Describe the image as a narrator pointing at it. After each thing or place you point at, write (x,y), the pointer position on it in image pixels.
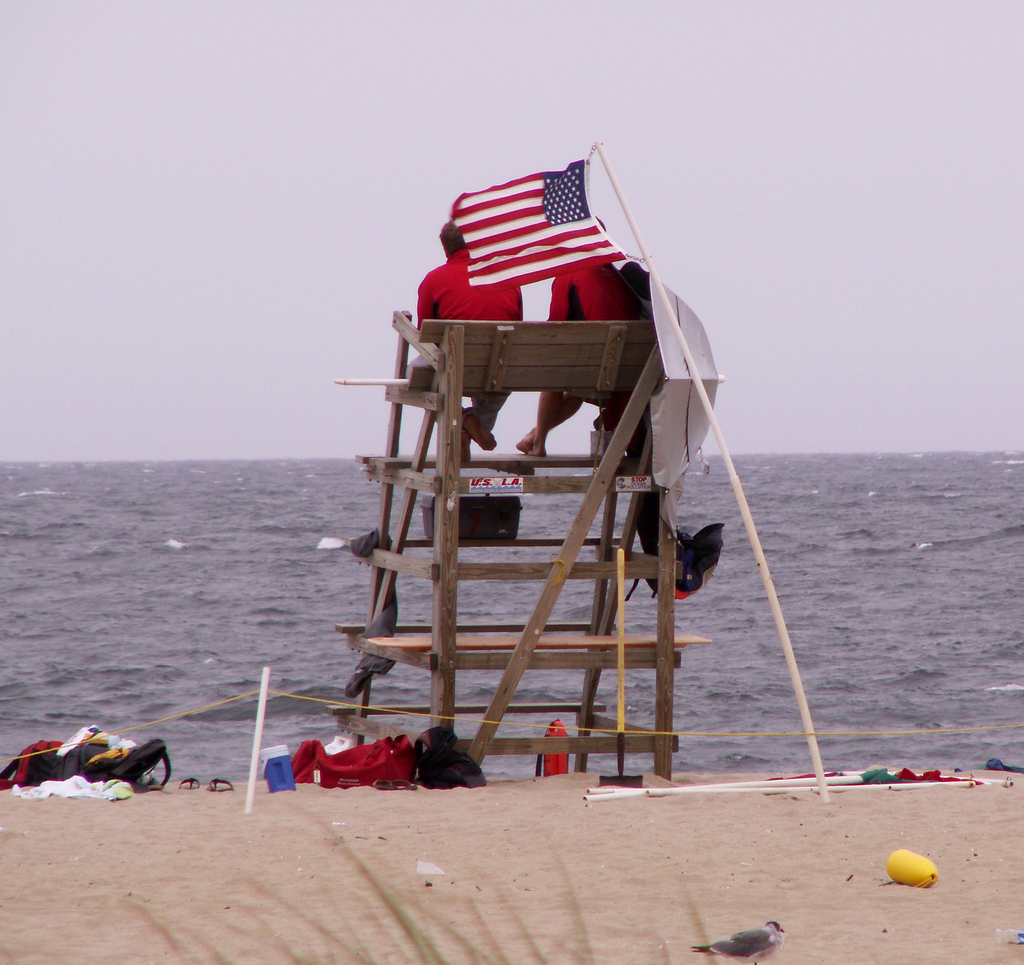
In this image I can see the brown color stand (466,570) and I can see two people (480,309) sitting on the stand (433,399). I can see the flag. I can see the bags (480,782), clothes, bottle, few more flags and some objects (253,769) on the sand (378,824). I can see the bird (719,945). In the background (238,762) I can see the water (351,562) and the sky (441,195).
